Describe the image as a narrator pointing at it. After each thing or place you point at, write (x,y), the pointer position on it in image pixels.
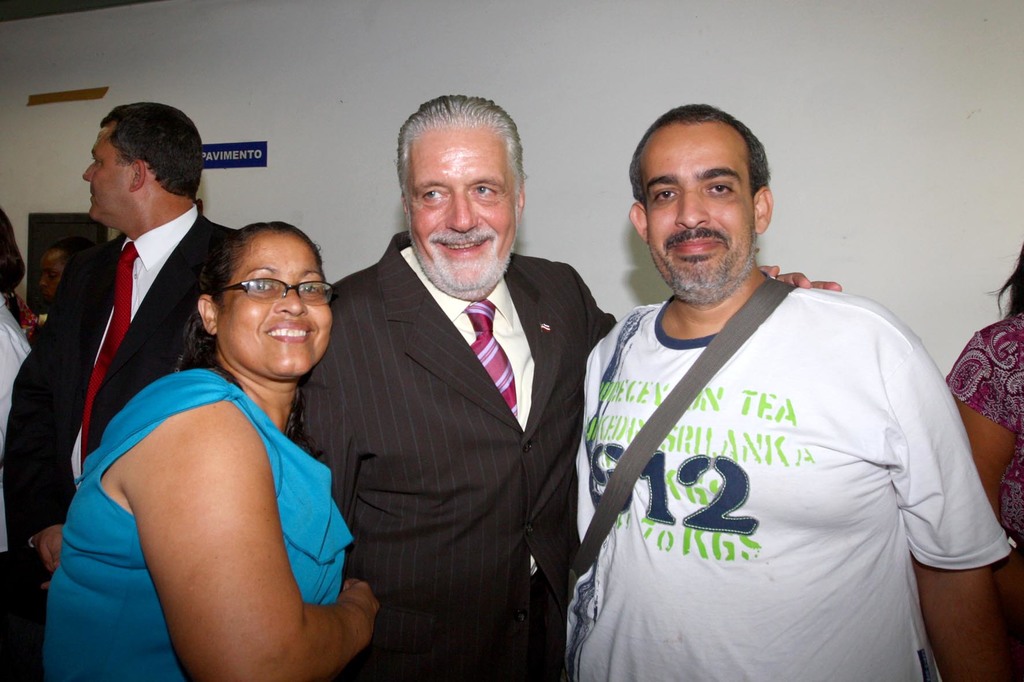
In this image, there are a few people (768,354). In the background (852,171), we can see the wall (251,51) with some objects (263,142). We can also see a board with some text (253,151).
